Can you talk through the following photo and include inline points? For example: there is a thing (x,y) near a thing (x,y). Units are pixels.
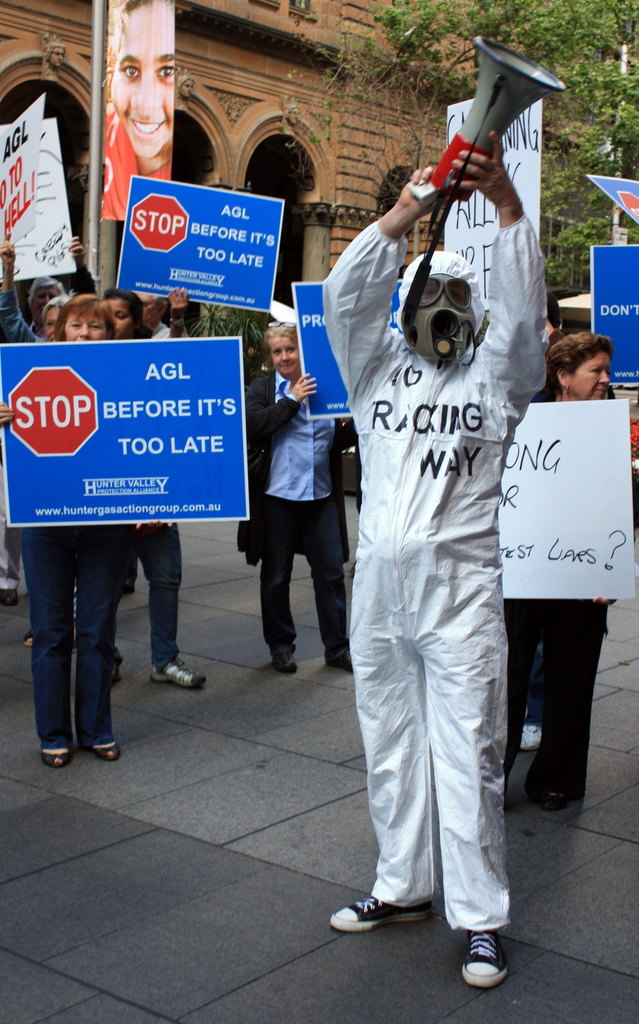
In this image we can see people (606,382) are protesting and the person (452,828) on the right side (462,817) wearing a white dress (418,838).
